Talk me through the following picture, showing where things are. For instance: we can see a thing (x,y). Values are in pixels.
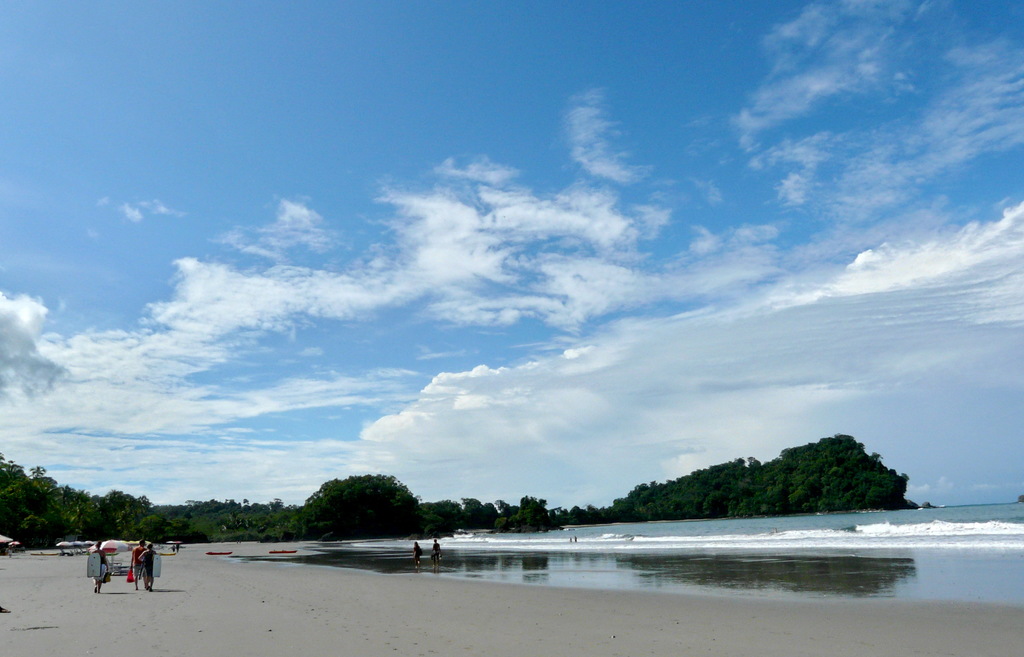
In this image there is the sky (531,333), there are clouds (607,336) in the sky (710,392), there are trees (601,517), there is sand (108,611), there are person (153,569) walking, there are persons (148,573) holding objects (106,572), there are objects (221,553) on the sand (486,584), there is the beach (857,557), there are objects (6,541) towards the left of the image (123,561), there are trees (12,525) truncated towards the left of the image (16,504).
